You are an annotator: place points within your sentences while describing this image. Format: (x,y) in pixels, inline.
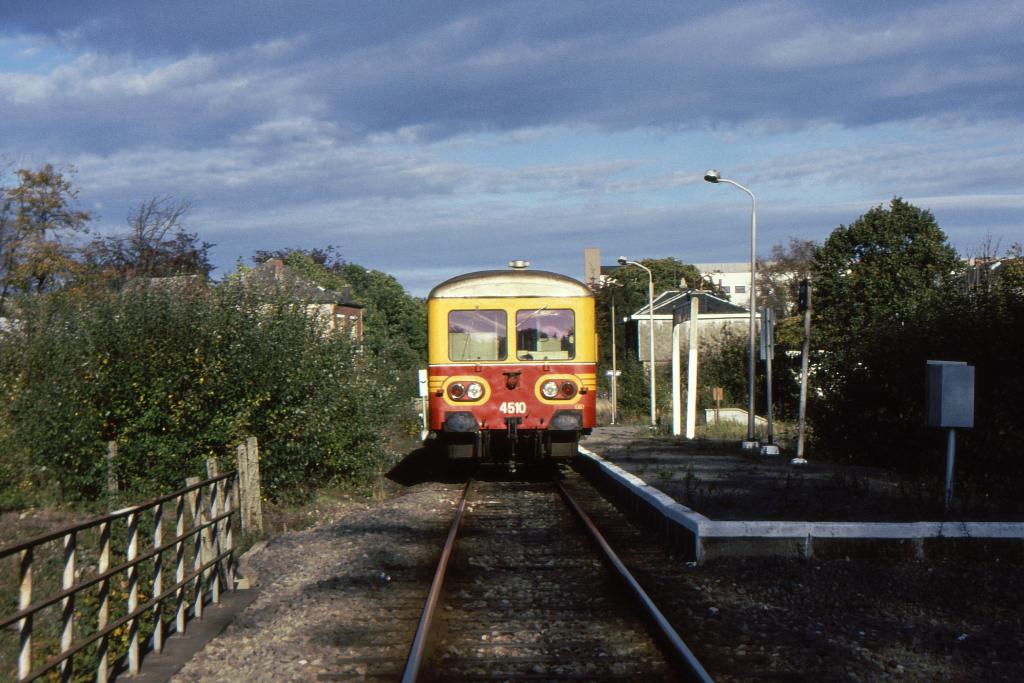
In this picture I can see the railway bogie (499,410) on the railway track (533,563). I can see the metal grill fence (197,514) on the left side (134,537). I can see the platform (699,446) on the right side (731,445). I can see light pole (752,234). I can see trees (605,313). I can see clouds (387,167) in the sky (443,153).
